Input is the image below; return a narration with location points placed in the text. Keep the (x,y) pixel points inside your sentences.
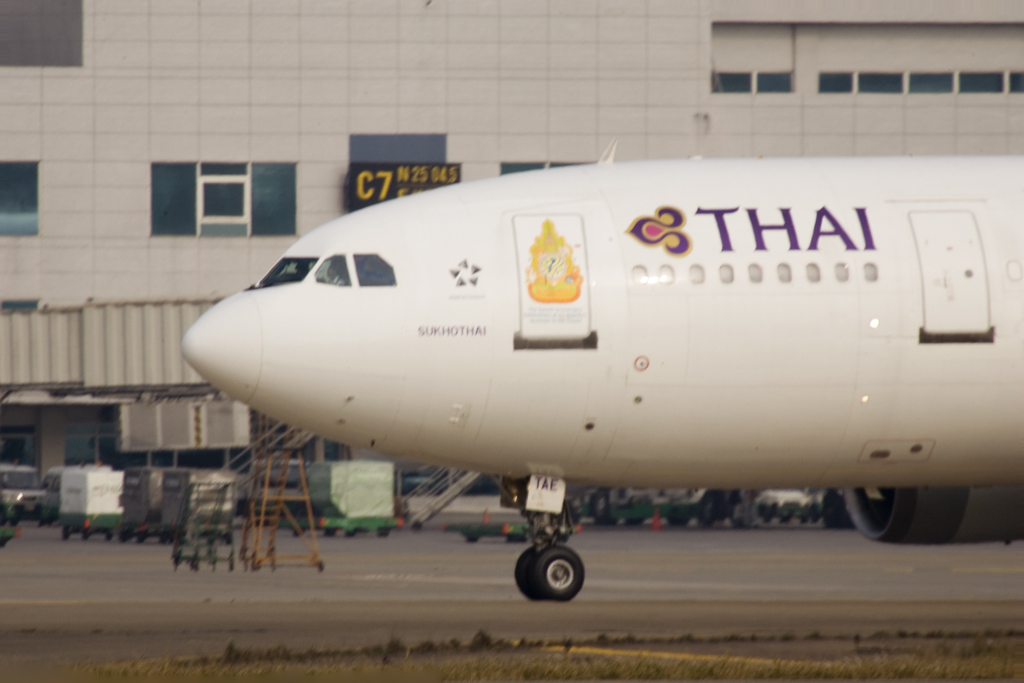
In this picture I can see the aircraft (552,307). I can see metal stairs (447,498) and railings (290,511). I can see the vehicles (237,485) on the surface (415,585). I can see the building (71,167). I can see glass windows (230,194).
